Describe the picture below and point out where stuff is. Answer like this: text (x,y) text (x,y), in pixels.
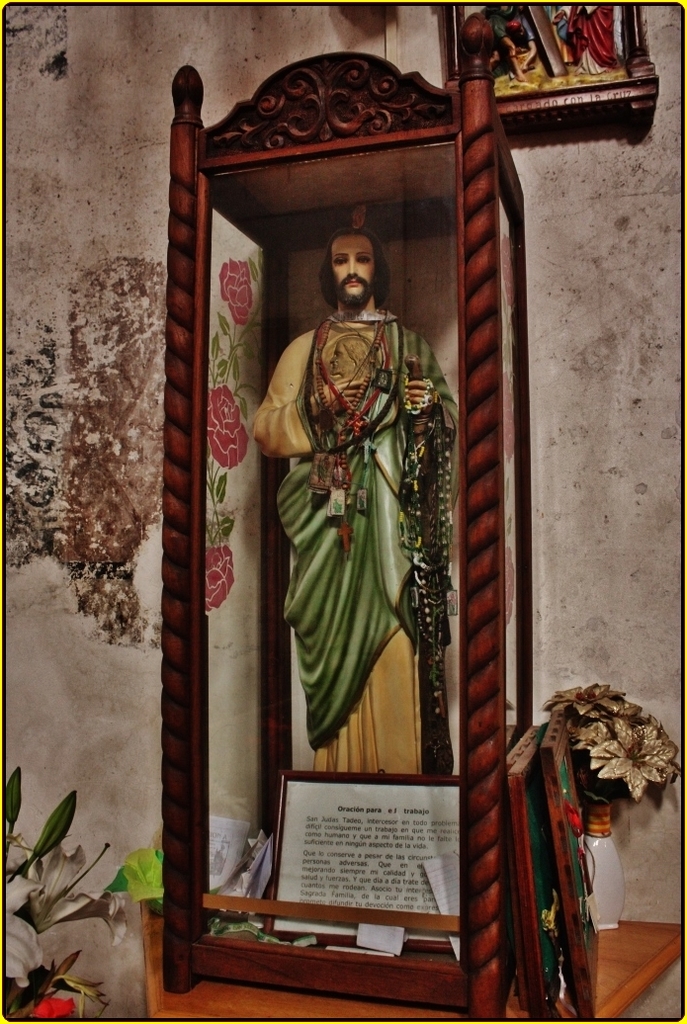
In this image we can see one Saint Jude statue (325,770) in the wooden glass cupboard (484,813), some papers (232,857) near the statue (376,513), one board (390,796) with text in the cupboard (235,906), one photo frame (564,103) attached to the wall (533,138), some flower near to the wall (366,34), one object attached to the wall (130,180), one cupboard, one flower pot (599,805) with flowers (604,749) and some photo frames (525,958) on the table (149,980) near to the wall (93,648).
